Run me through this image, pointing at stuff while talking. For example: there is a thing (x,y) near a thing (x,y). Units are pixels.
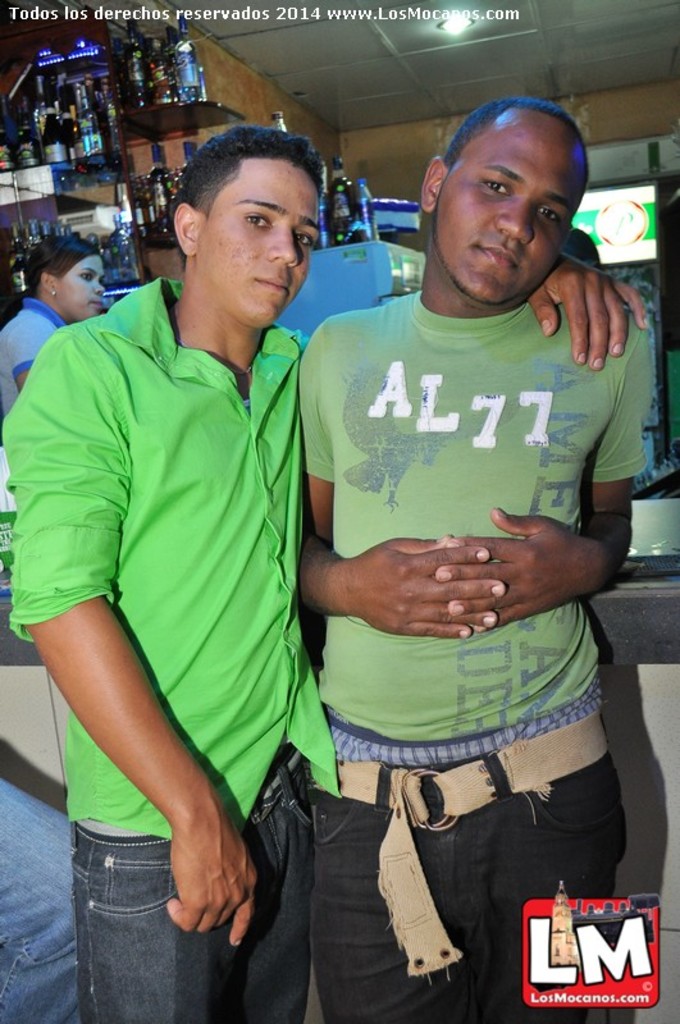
In this image we can see two persons (360,565) wearing green color dress (559,389) hugging each other and at the background of the image (71,280) there is one person (59,312) wearing blue color dress (46,305) there are some bottles (140,98), refrigerator (309,272) and roof (378,56).
